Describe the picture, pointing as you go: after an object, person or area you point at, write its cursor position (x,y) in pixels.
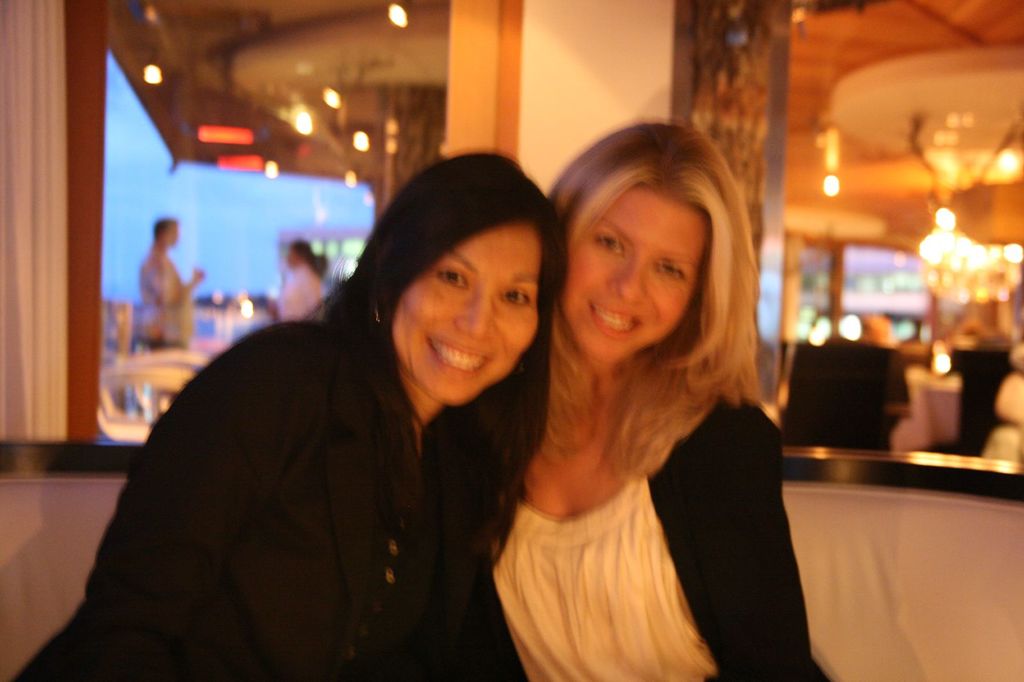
In the foreground of the image (674,398) we can see two women (538,377) sitting on a chair (808,529). In the background (281,289), we can see two persons (276,304) standing, a group of chairs (963,370), lights (945,247) and the sky (254,199).
